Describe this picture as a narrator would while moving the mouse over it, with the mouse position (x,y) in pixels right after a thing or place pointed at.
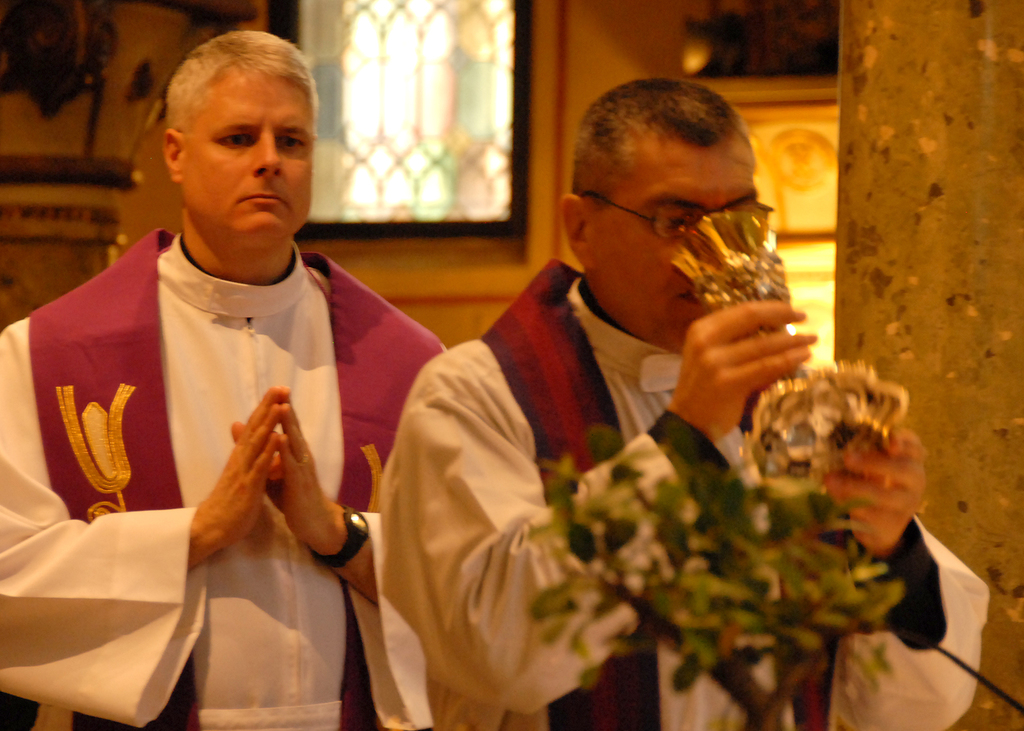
In this image we can see two men (605,382) standing. In that a man (523,407) is holding a glass (822,418). We can also see a plant (672,554), wall (431,306) and a window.
